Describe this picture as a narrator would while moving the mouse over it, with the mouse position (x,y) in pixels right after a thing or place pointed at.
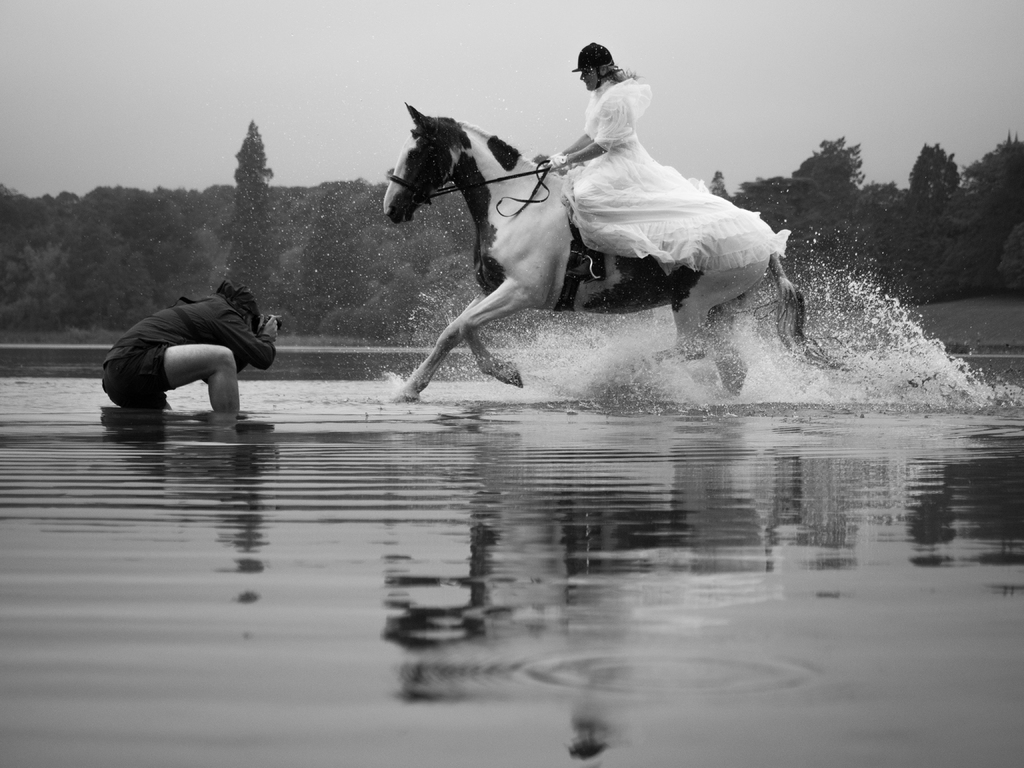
In this image there is a woman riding a horse (508,253) in the water (485,487) and there is a person (253,312) clicking a picture with a camera (273,327) and in back ground (255,286) there are trees (254,169) and sky (236,163).
